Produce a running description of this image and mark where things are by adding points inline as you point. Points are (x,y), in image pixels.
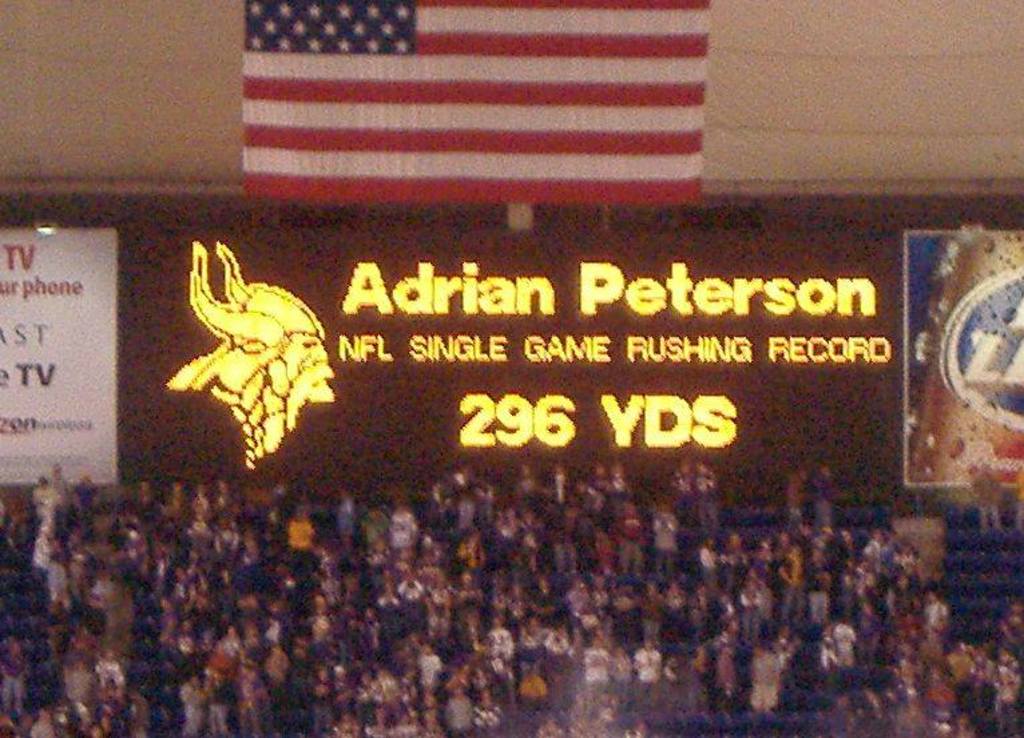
In this image I can see number of people (702,592) are standing. In the centre of the image (343,422) I can see few boards (681,277) and on it I can see something is written. On the top side of the image (570,195) I can see a flag (250,20) and I can also see this image is little bit blurry.
